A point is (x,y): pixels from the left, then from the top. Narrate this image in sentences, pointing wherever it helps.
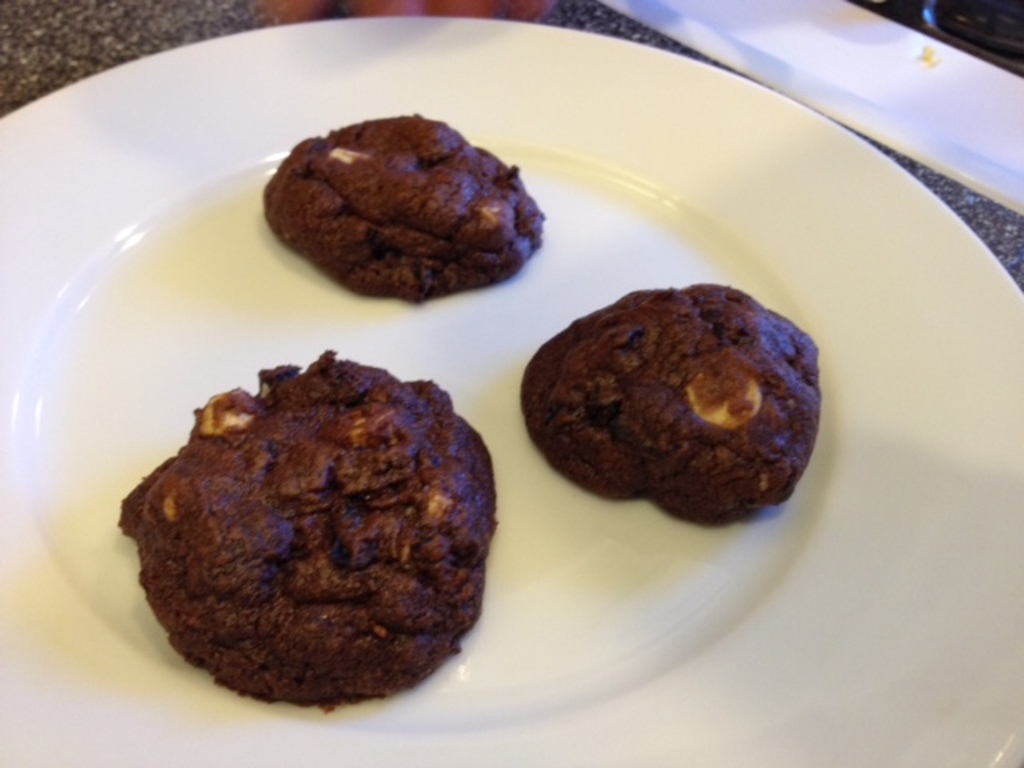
There is a white plate (189,77) on a surface (604,15). On that there are some brown color snacks (377,288).
